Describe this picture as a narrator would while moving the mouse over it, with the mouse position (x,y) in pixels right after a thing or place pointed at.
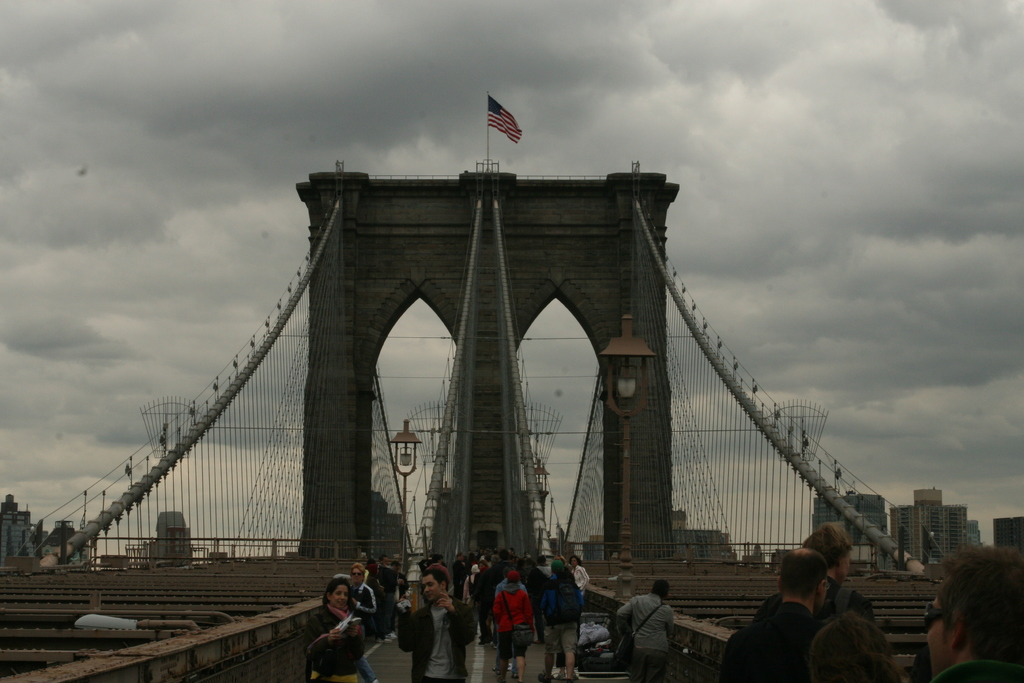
In this image in the center (452,337) there is one bridge (849,507), on the bridge (139,663) there are some people (494,625) who are walking and some of them are standing. And in the background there are some buildings (956,525), on the right side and left side (155,626) there are some poles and street light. On the top of the image (585,147) there is sky (705,178) and there is one flag (490,115).
